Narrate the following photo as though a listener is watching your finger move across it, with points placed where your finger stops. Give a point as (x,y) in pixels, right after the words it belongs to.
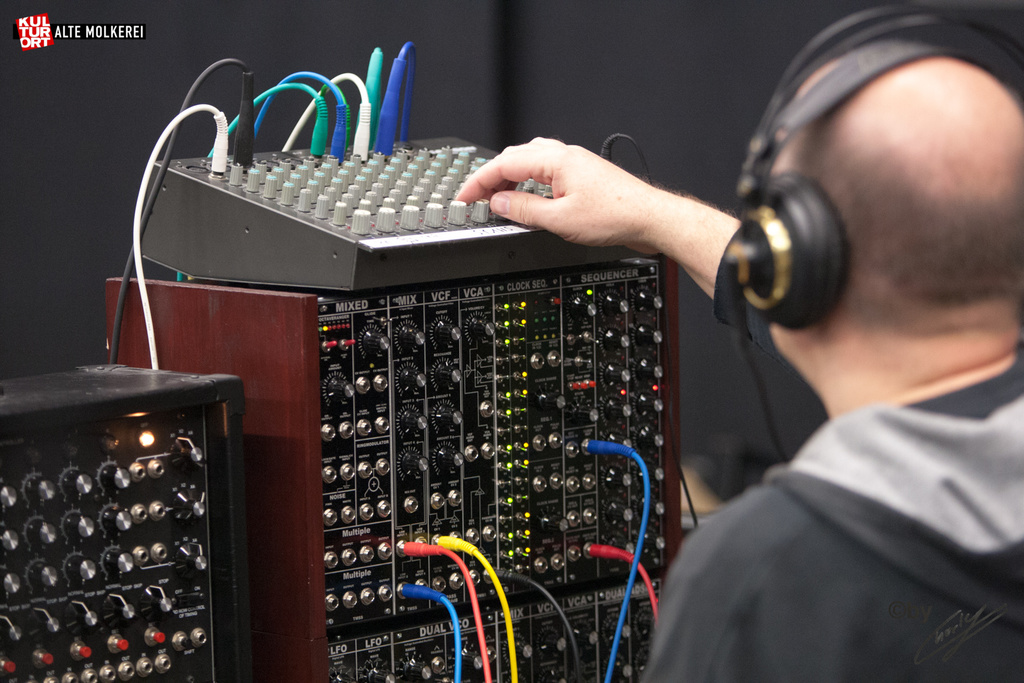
In this picture I can see there is a man (1015,448) standing on the right side (738,600) and he is wearing a head set (775,299). There are some equipment (434,231) in front of him and they are connected with cables (497,578) and in the backdrop (87,106) there is a black color wall (114,103).
